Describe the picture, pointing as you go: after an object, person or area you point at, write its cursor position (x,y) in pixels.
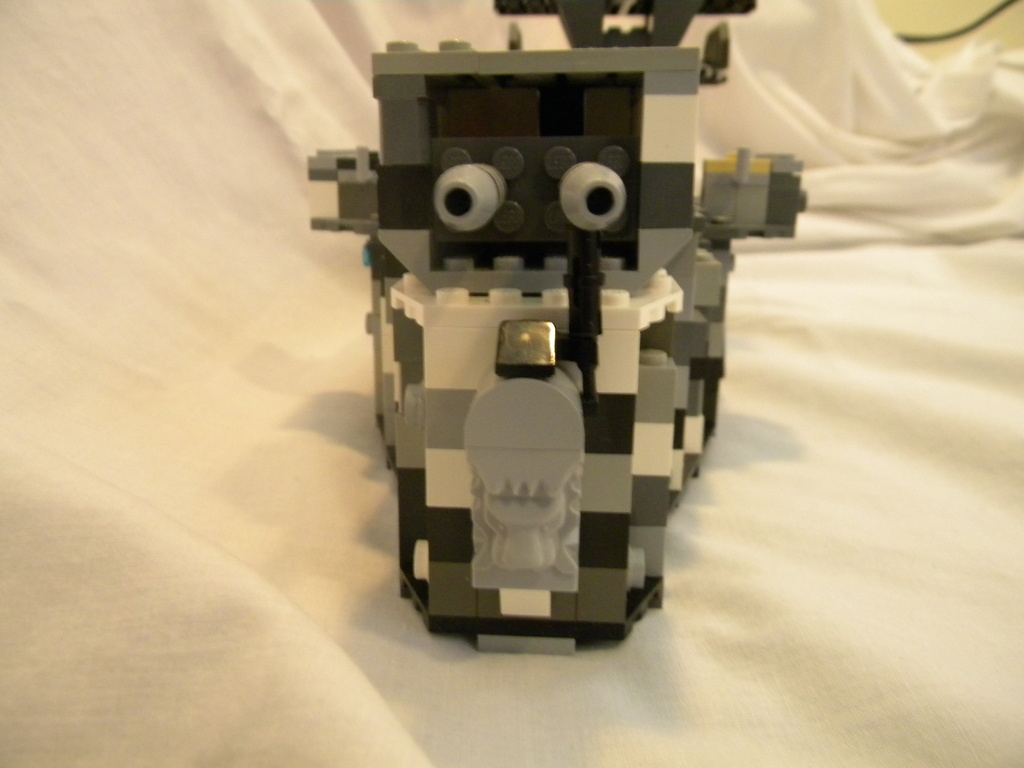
In this picture, we see a toy (684,339) which is in white, grey and black color. In the background (258,293), it is white in color and it might be a sheet (916,126) or a blanket (843,96).
